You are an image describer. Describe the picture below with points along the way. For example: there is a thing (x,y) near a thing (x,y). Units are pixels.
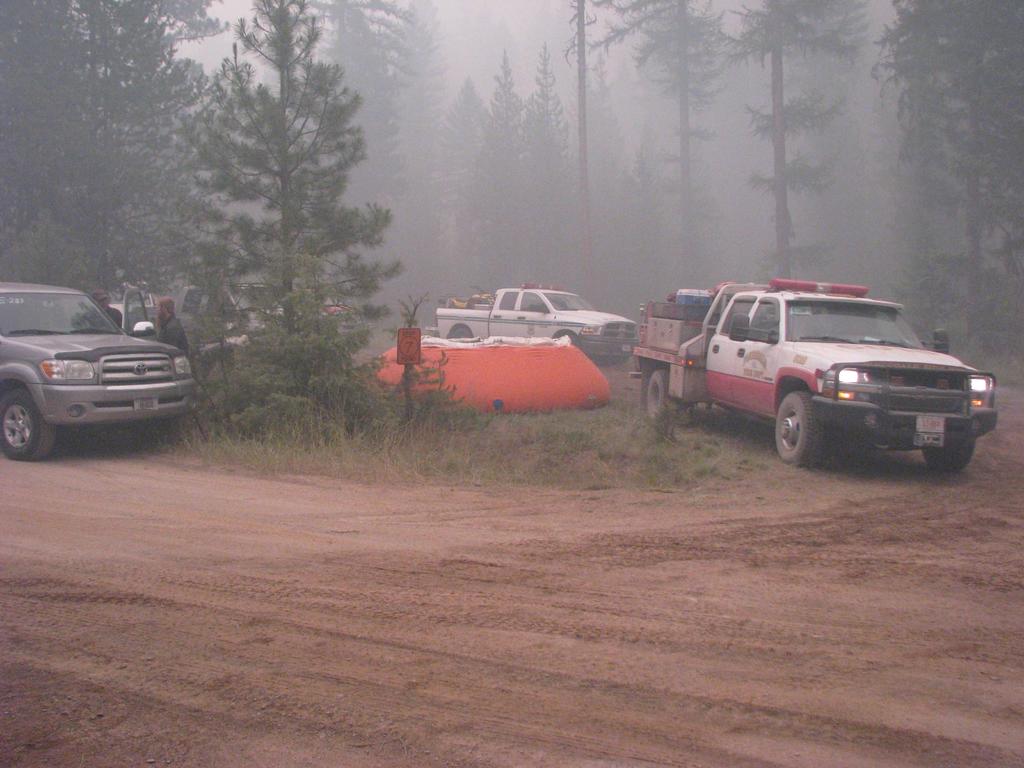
In this image I can see few vehicles (225,289), few people (172,335), number of trees (50,241) and fog (389,184). I can also see grass (652,413) and an orange colour thing (562,400) in the centre (526,393).
